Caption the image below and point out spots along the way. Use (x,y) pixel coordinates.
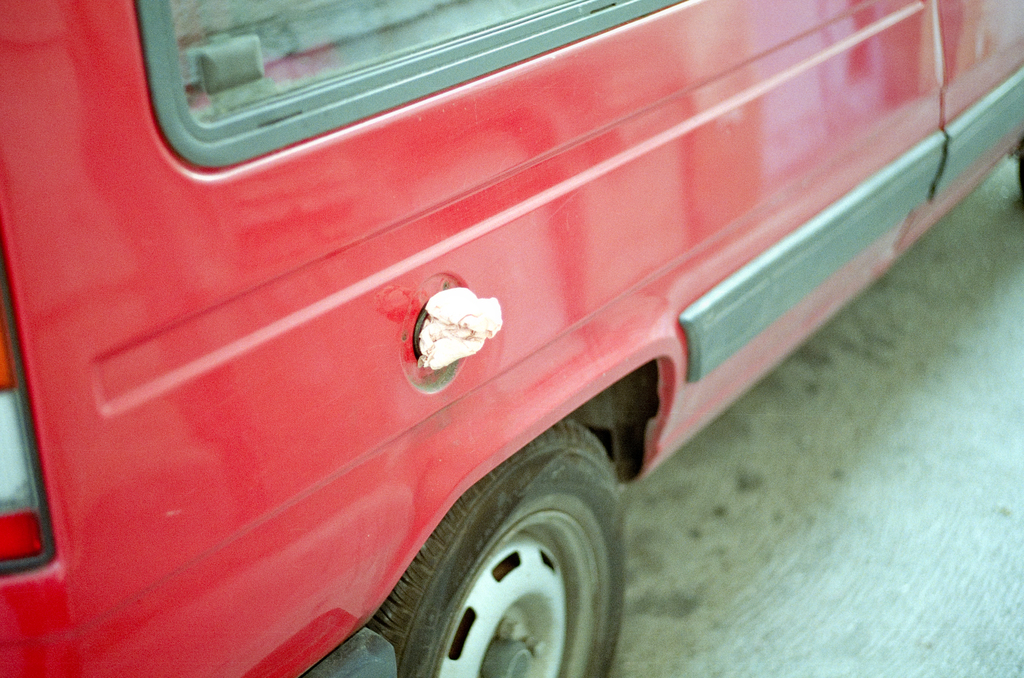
In this picture I can see a red color vehicle (319,370) on the ground (692,458).
